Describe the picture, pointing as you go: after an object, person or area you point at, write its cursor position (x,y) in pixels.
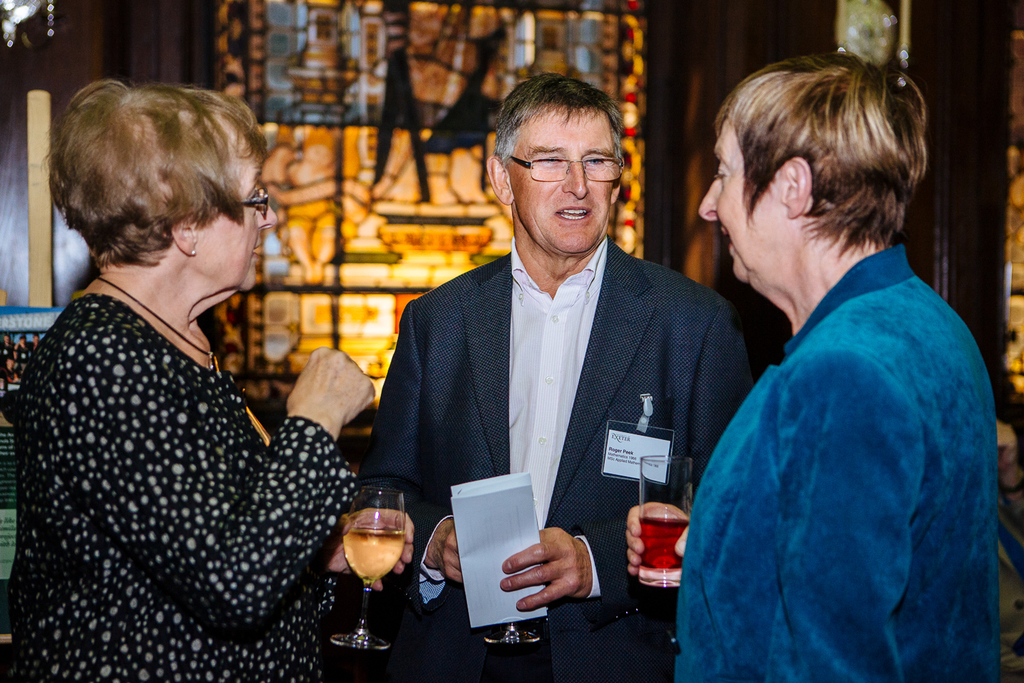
In this picture I can observe three members (470,307) in the middle of the picture (484,453). All of them are holding glasses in their hands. The background (441,208) is blurred.
